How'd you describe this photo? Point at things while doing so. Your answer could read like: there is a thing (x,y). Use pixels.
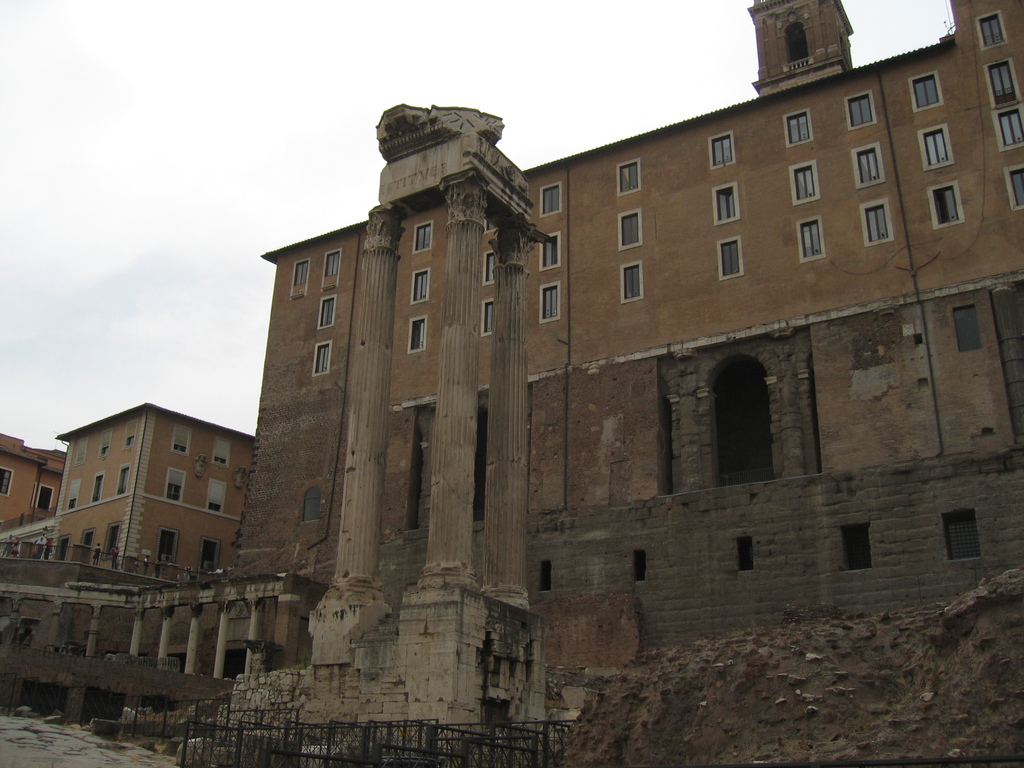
In the center of the image (485,305) we can see buildings (602,345), pillars (502,414), wall (99,574), fencing (256,750) and some persons (96,562). At the bottom of the image (256,750) we can see road (133,756), grills (481,734), rocks (775,689). At the top of the image (252,114) there is a sky (109,361).
